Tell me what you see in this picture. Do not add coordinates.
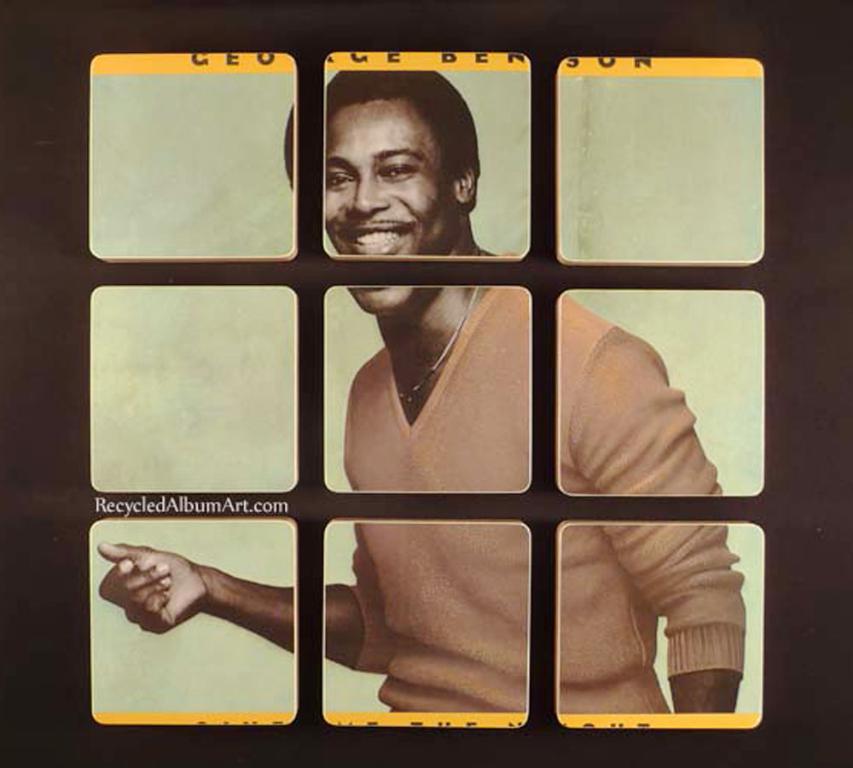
This picture describes about collage images.
